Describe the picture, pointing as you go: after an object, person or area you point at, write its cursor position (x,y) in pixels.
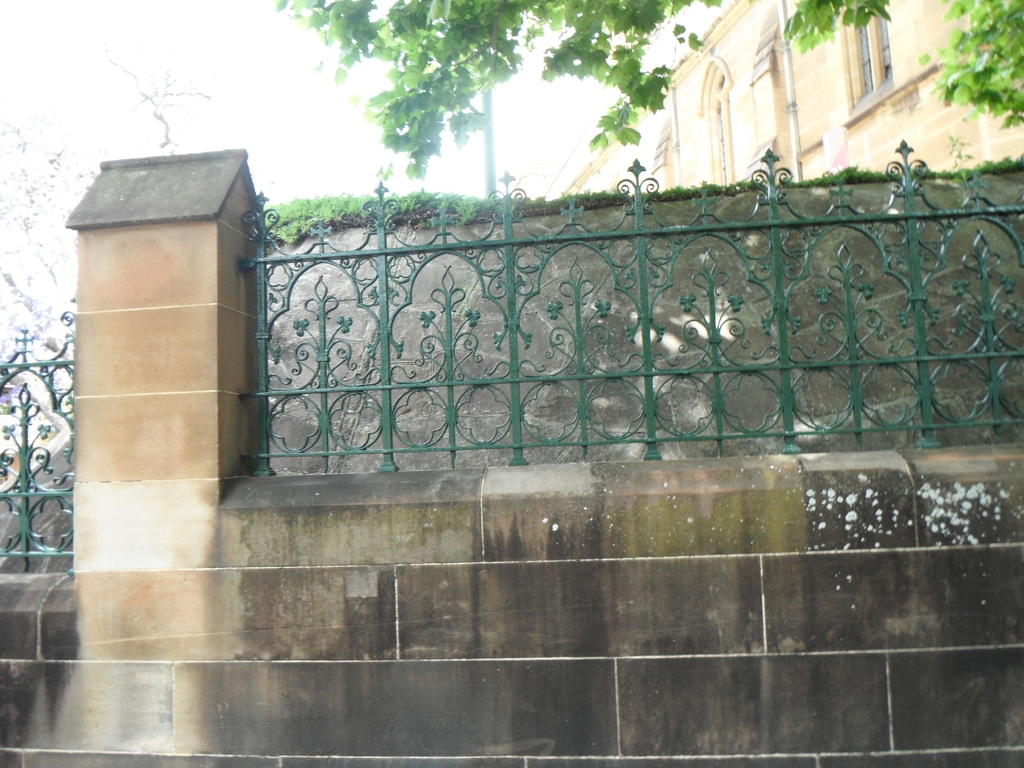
In this picture I can see the wall (92,211) in front (94,341), on which there is fencing (715,227) and in the background (295,197) I can see the leaves (415,144) and a building (605,155). On the left side of this image (287,166) I see white color background (193,10).
